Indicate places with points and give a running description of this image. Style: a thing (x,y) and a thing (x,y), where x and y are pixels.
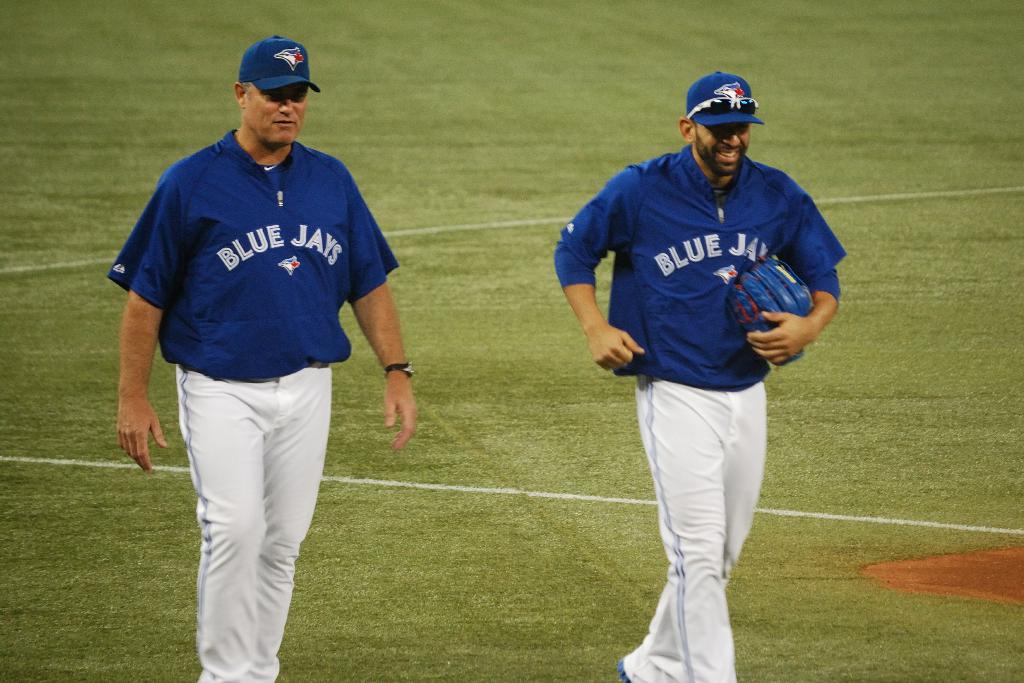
In this image, we can see green grass (535,441) on the ground (781,381), we can see two men (779,344), they are wearing blue color hats (280,64).
